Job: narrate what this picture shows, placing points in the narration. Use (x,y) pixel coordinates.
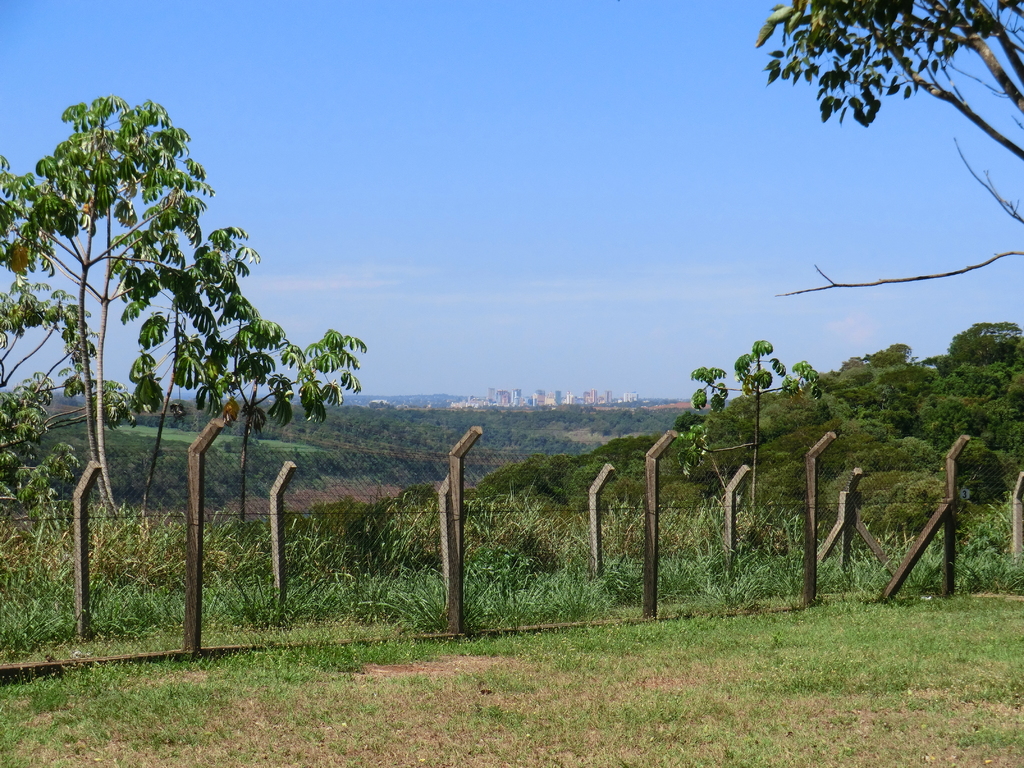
This picture is taken from outside of the city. In this image, on the right side (937,432), we can see some trees (1013,486) and pillars (949,556). On the left side (168,320), we can see some trees (118,273), pillars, plants (111,534). In the background (591,435), we can see net fence (488,558), trees (637,491), pillars (73,533), trees (327,454), plants (51,525), buildings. At the top (617,33), we can see a sky (522,138), at the bottom (687,668), we can see a grass (494,669).
